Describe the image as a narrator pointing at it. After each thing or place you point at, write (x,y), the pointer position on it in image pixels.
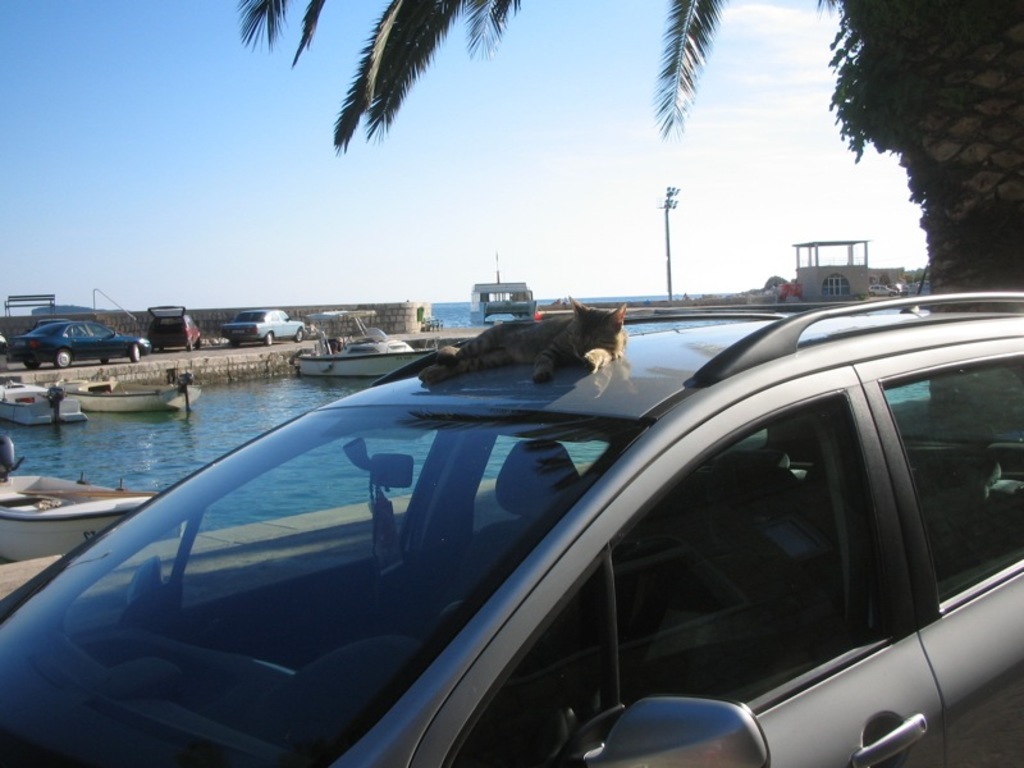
In the center of the image (535,333) there is a cat (550,339) sleeping on the car (477,417). On the right side of the image (1007,120) there is a tree (956,277). On the left side (209,420) we can see water (202,433), boats (160,390), vehicles (107,350). In the background (578,270) there is a pole (670,261), water (435,309) and sky (470,225).
